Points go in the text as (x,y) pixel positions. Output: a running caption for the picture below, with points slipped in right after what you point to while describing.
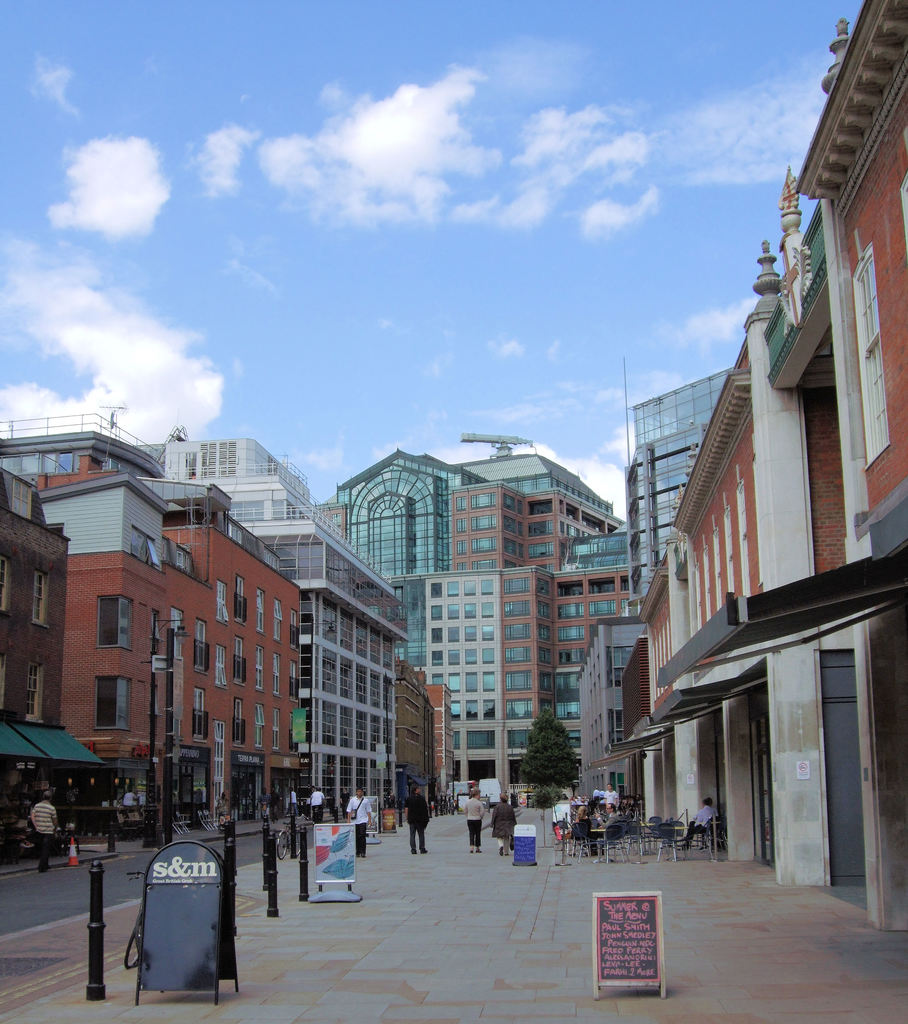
This picture describe about the view of the footpath (364,996) on which a black color sign (221,947) and board (599,920) is placed. Behind we can see some group of people (614,798) sitting on the chairs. In the background (420,560) we can see many glass buildings (562,573).
